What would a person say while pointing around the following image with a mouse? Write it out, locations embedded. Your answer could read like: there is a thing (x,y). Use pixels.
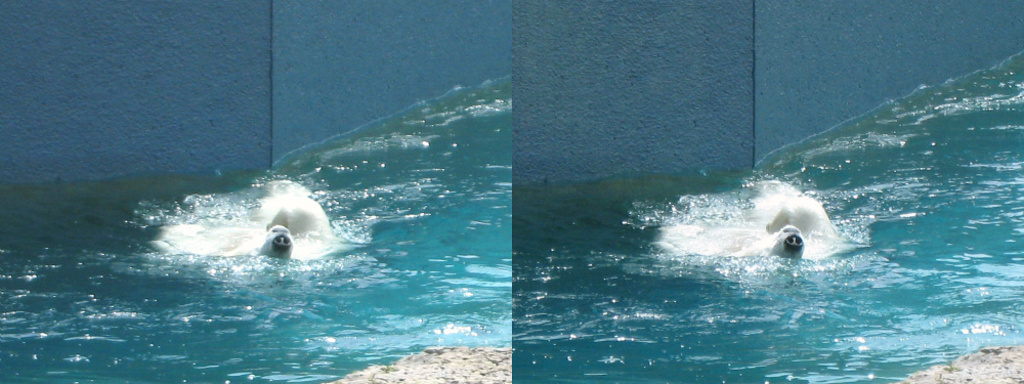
In this image we can see collage of same images. On the image there is water (299,305). In the water (333,268) we can see an animal (299,227). In the back (276,106) there is a wall (345,54).
